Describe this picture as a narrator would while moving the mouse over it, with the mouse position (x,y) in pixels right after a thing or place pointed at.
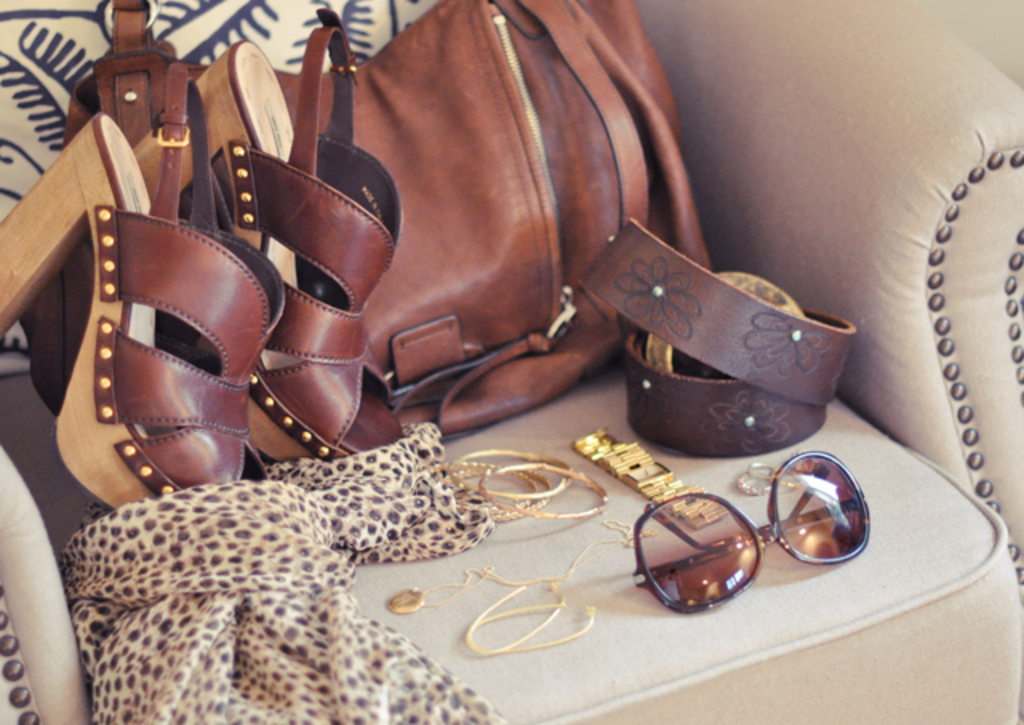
In this picture on a chair (920,543) there are the sandals (201,337), bag (488,249), belt (665,366), goggle (721,562), bangle (526,502), watch (658,478), chain (515,583) and a scarf (305,612).
